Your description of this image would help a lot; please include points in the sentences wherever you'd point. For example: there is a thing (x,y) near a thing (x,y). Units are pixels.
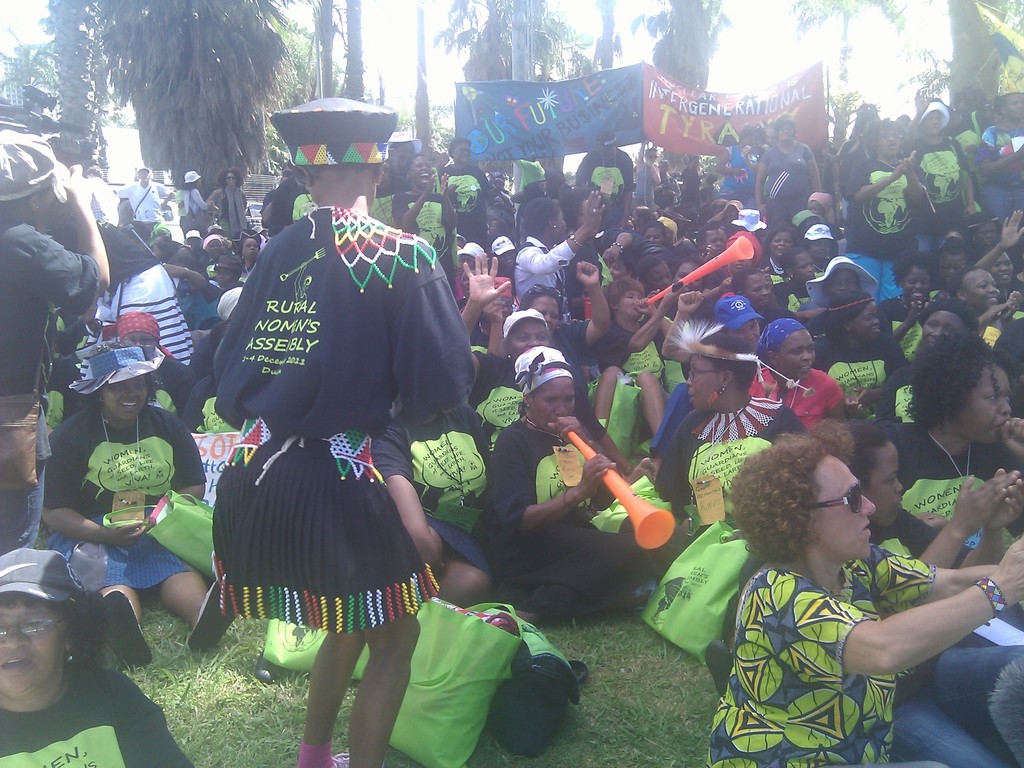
In the image few people (317,702) are sitting and standing and holding something in their hands (1014,572). At the bottom of the image (669,627) there are some green color bags (202,509). At the top of the image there are some banners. Behind the banners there are some trees (114,67).
